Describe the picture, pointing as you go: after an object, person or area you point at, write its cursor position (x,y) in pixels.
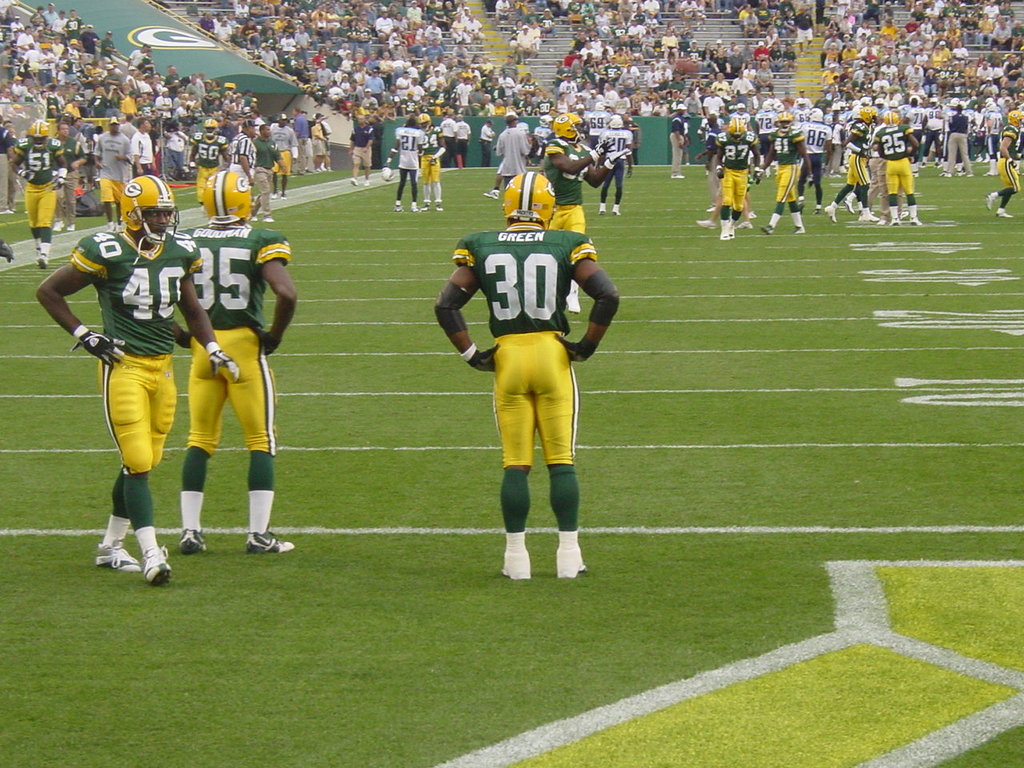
In this image we can see a few sportspeople (598,127), grass (841,402) and some people (85,88) standing, sitting on the benches (543,61).
